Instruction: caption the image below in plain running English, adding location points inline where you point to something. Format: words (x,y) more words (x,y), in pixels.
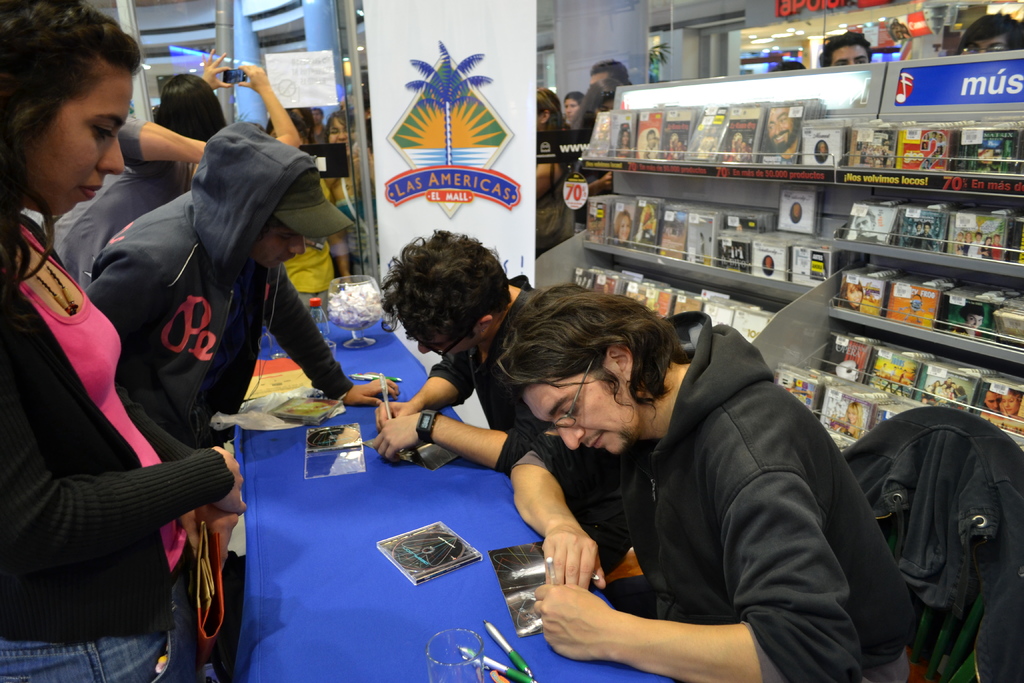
It is a music store (598,129) and there are plenty of CDs (871,207) kept in the shelves (854,239) of the store (962,171), there is a huge crowd (307,117) inside and outside the store (628,94). In the front (476,363) there are two men (451,391) sitting in front of the table (492,543) and they are writing something on a paper (505,574) and there are few CDs (401,539) kept on the table (395,526).
